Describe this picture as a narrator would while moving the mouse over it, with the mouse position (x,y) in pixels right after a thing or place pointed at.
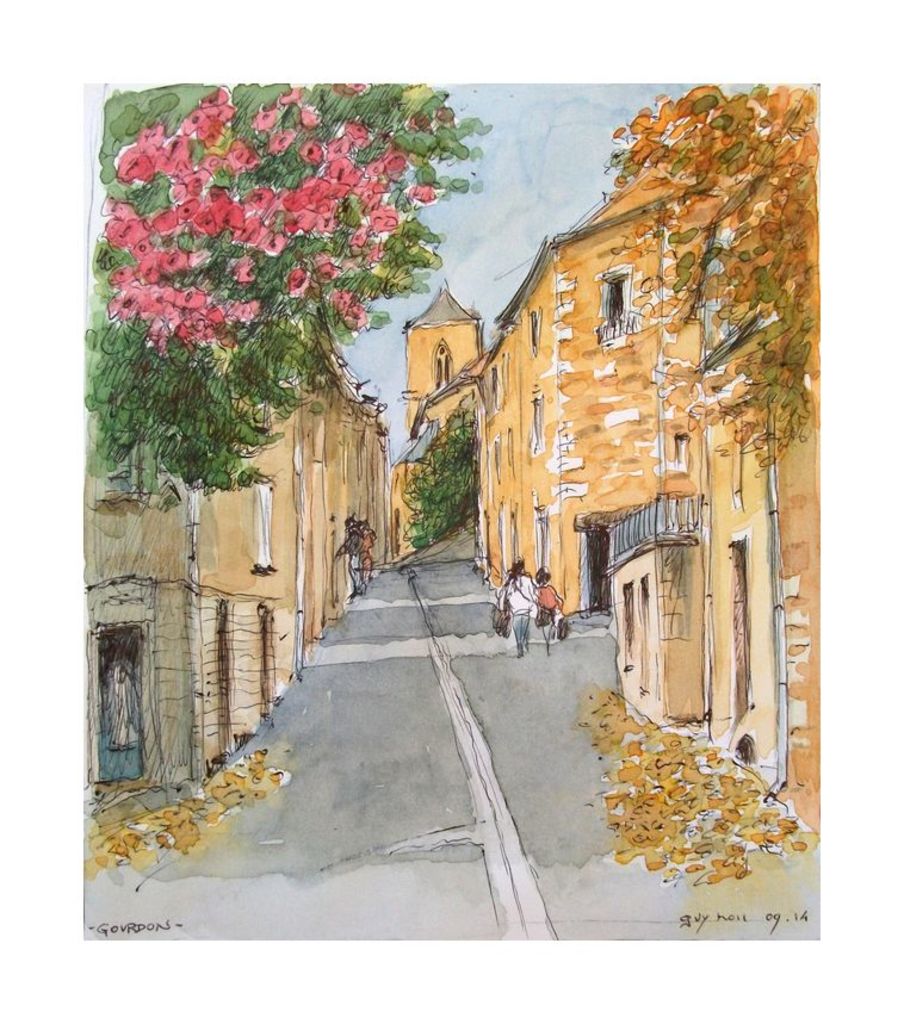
In this image we can see a painting (673,664) in which we can see group of people (524,617) standing, buildings (721,464) with windows (611,291), flowers (356,124), some trees (175,413) and the sky (548,156).
